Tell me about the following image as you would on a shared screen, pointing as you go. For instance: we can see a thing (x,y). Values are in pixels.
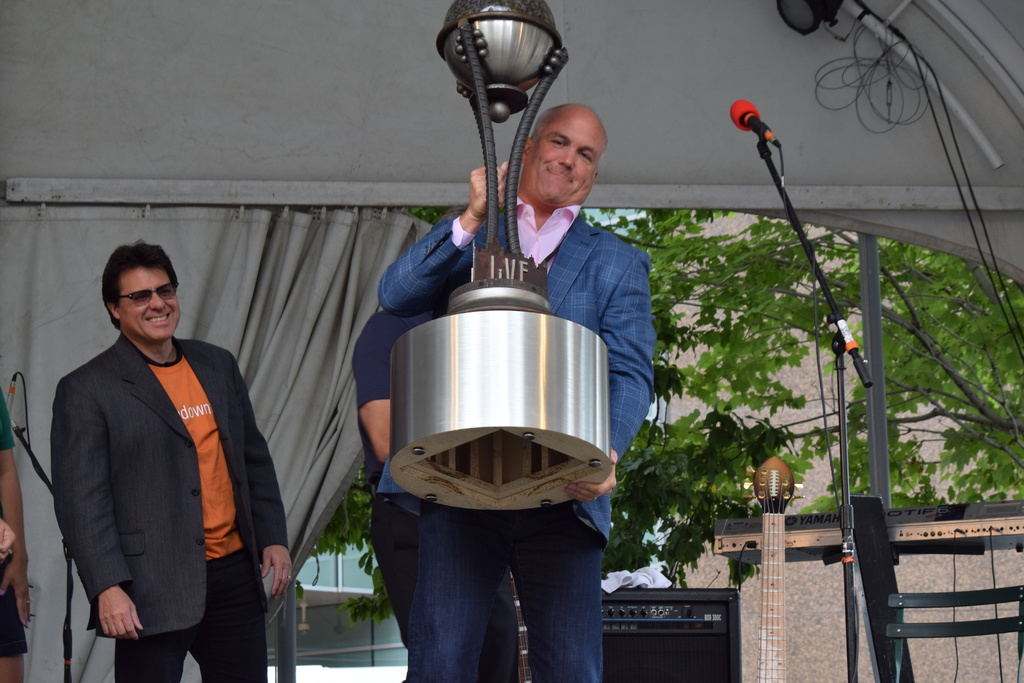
This image is taken outdoors. In the background (761,404) there are a few trees (662,456) and there is a building (799,391). There is a curtain (296,447). At the top of the image (308,42) there is a wall (856,65). On the left side of the image (154,495) two men (114,619) are standing and there is a mic (46,478). In the middle of the image (582,247) two men (462,650) are standing and a man (542,517) is holding a big trophy (458,375) in his hands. On the right side of the image (793,522) there is a mic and there is an object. There is a chair (966,599) and a guitar (779,546).
